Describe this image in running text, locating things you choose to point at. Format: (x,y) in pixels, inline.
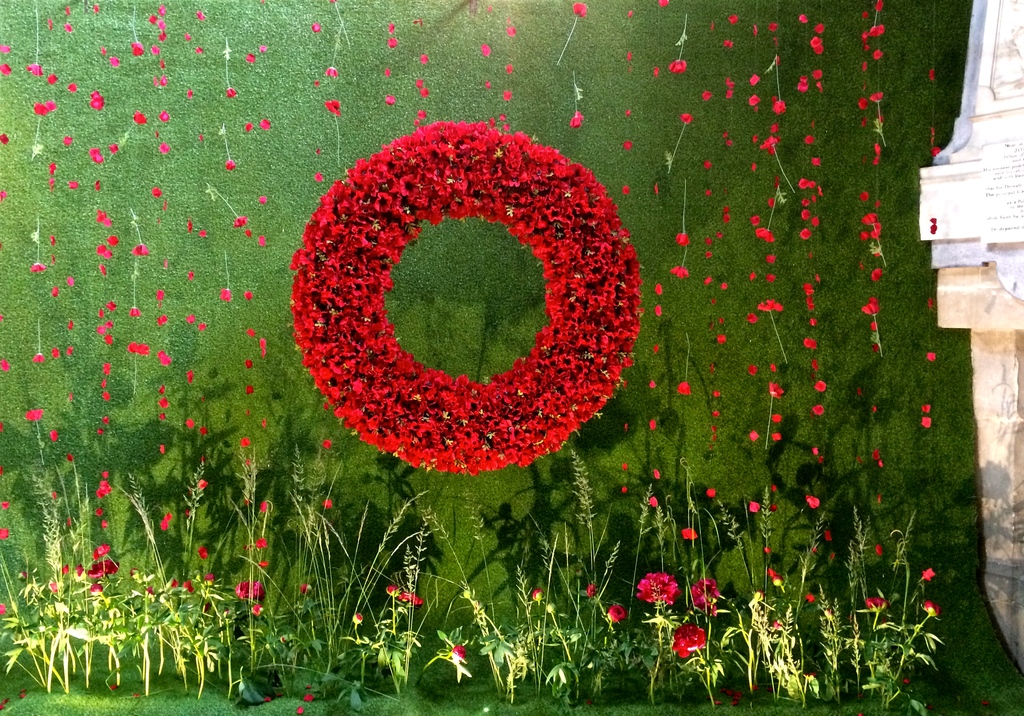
In this image there is a garland (574,193) at the center (365,292). Behind it there is a wall (196,163) painted in green color. Few flower petals (730,145) are falling from the top. Bottom of image (108,624) there are few plants (366,605) having flowers (79,567). Right side (1007,513) there is a pillar (987,279) having few papers (981,219) attached to it.
